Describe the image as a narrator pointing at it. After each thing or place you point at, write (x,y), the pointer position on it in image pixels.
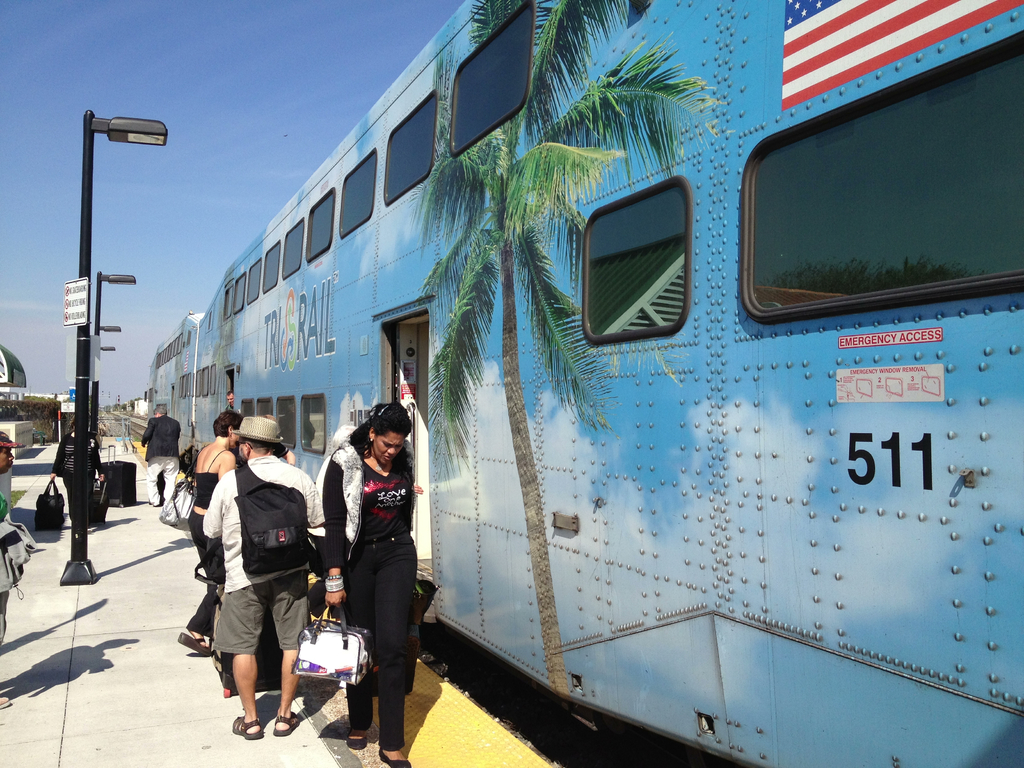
In this picture I can see a train (463,401) and people (288,623) standing beside the train (602,332). The train (572,322) is blue in color on which I can see a painting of tree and flag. On the left side (82,522) I can see street lights (84,439) and other objects (3,359). These people (255,621) are carrying bags (269,558). In the background (166,261) I can see the sky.
